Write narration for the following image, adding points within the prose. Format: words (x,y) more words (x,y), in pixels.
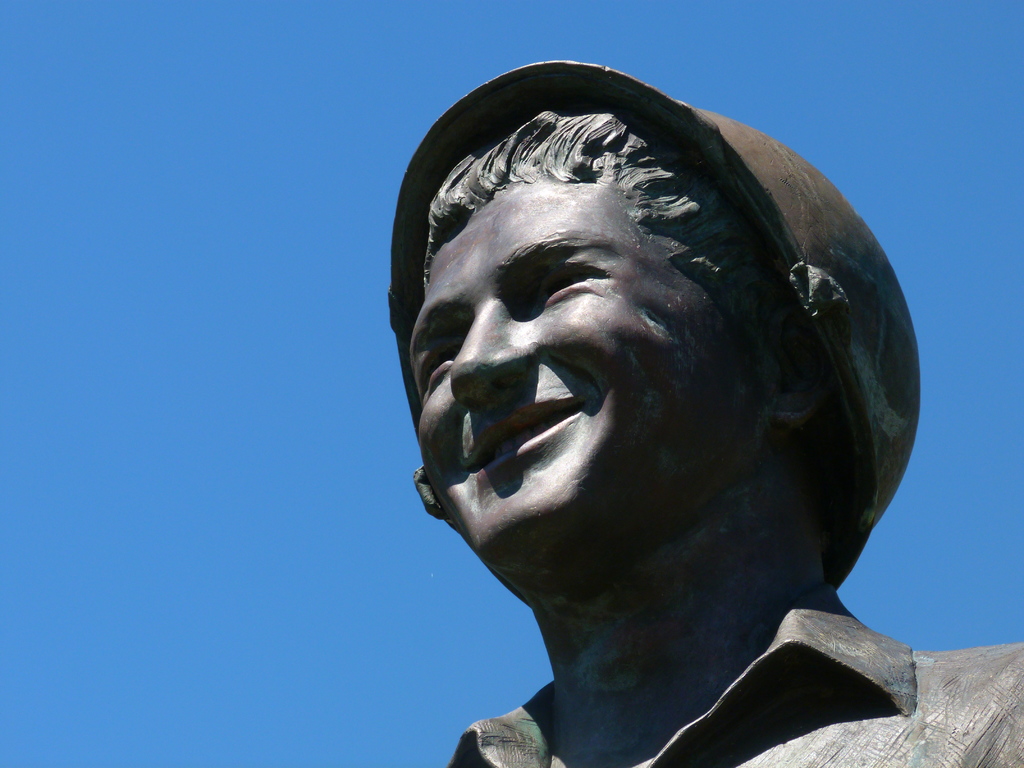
In this picture there is a statue (472,198) of a person (502,325) and he smiling. At the top (54,118) there is sky (180,365).
